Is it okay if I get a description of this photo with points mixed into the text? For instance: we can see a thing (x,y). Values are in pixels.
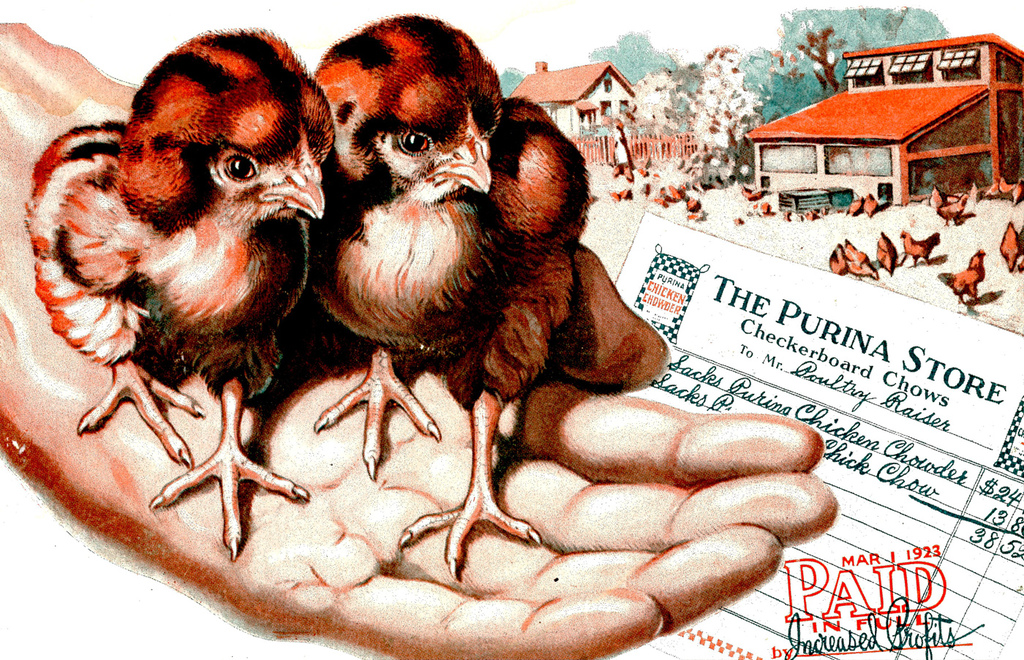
This is a painting. This is image there is a painting of a person (3,294) holding the birds (81,169). On the right side of the image (689,322) there is poster (834,414) and there is a text (872,469) on the poster (846,612). At the back (1000,150) there are buildings (961,167) and trees (649,134) and there is a person (626,142) walking and there are birds (965,281). At the top (576,45) there is sky (537,48).
